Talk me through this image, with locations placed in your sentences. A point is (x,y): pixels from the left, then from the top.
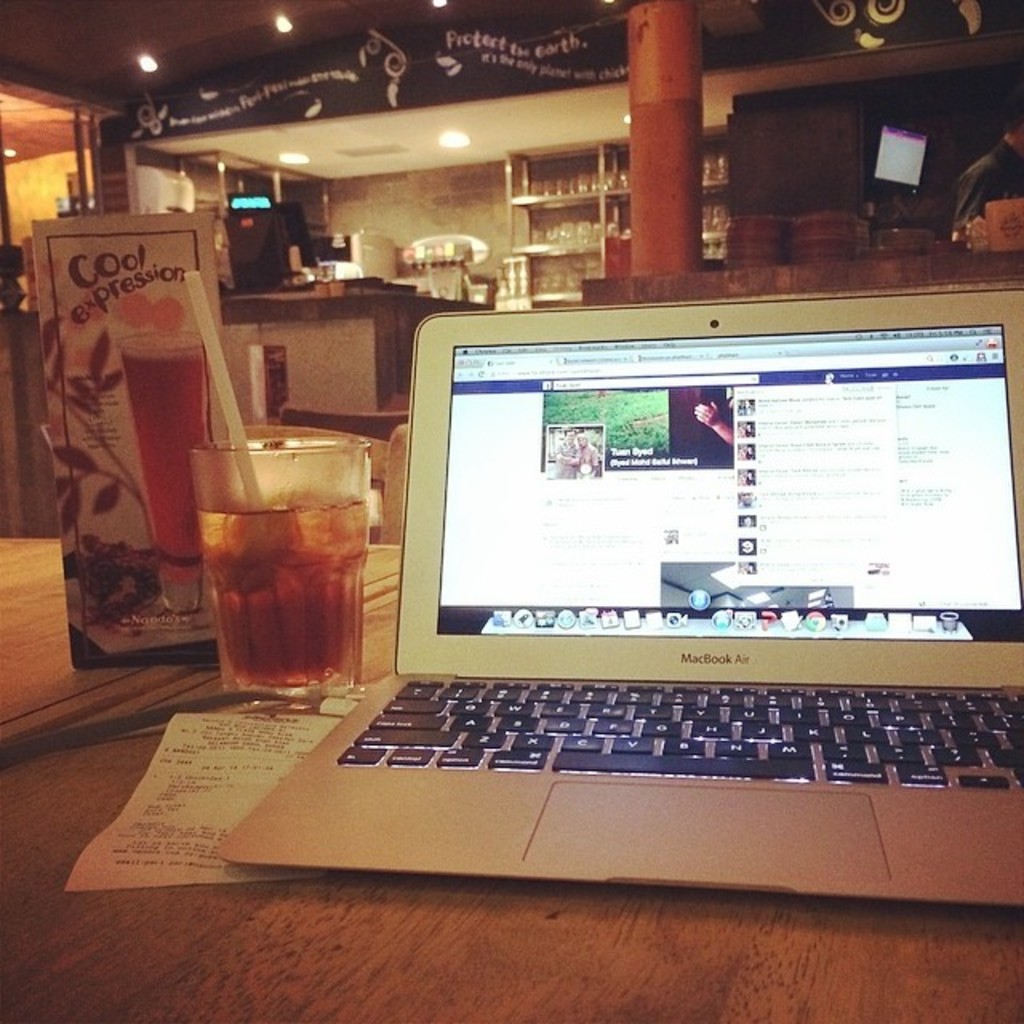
In this image i can see a laptop (648,633), a glass (292,547) with a straw (226,430) in it and a piece of paper (237,815) on a table (502,934). In the background (556,251) i can see a shelf (543,247), some lights (448,140) to the ceiling (408,158) and a roof (139,66).
